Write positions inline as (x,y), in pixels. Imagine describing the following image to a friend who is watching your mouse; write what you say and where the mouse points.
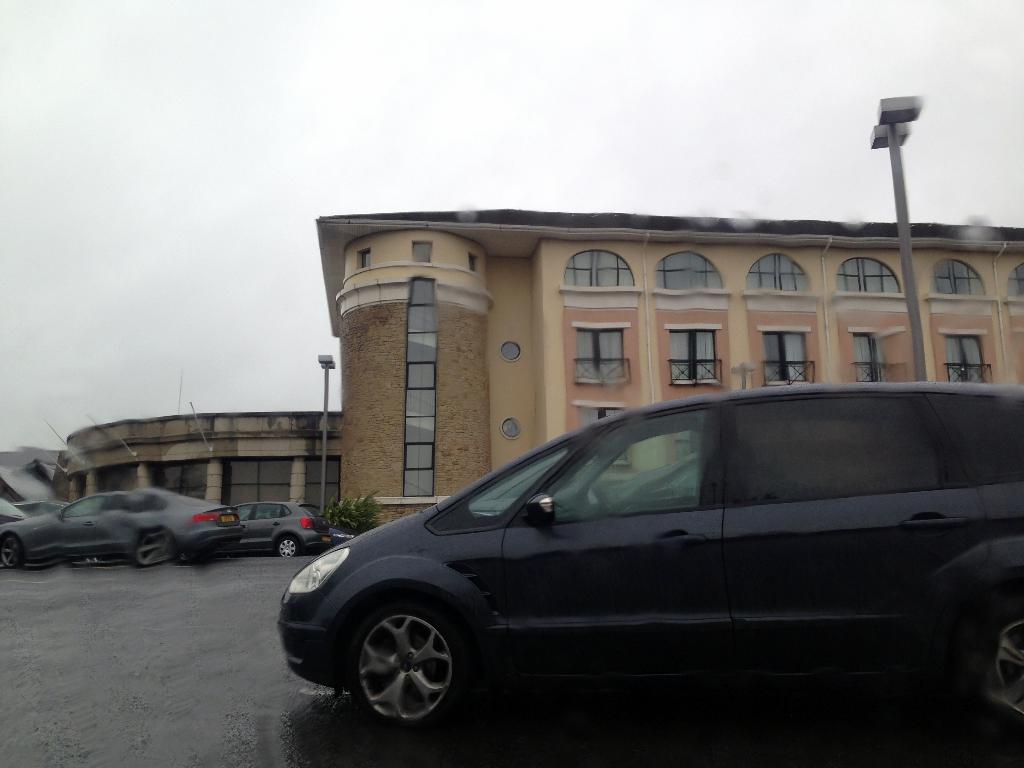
In this image we can see few buildings (436,390), vehicles (583,453) and street lights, in the background (863,196) we can see the sky (537,104).
